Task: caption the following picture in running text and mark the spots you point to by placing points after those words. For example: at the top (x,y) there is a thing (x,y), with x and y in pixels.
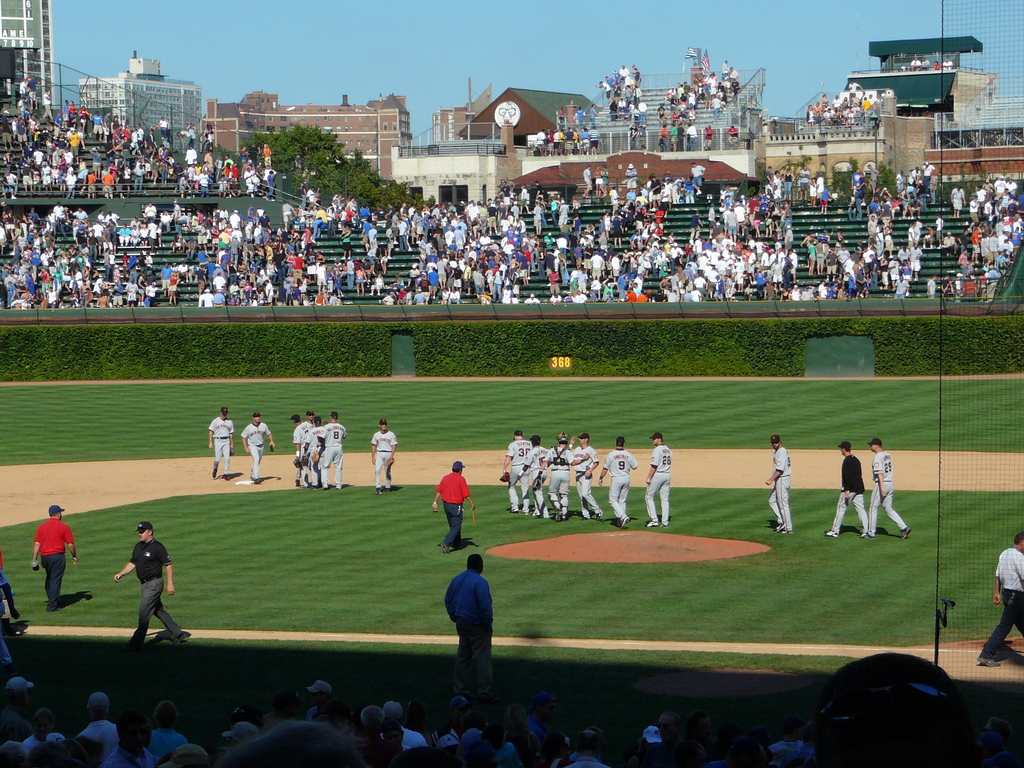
In this image we can see sports people (878,483), after that we can see grass (866,558), near that we can see the audience (587,230) and sitting benches (897,239). And we can see trees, after that there are buildings (242,106), at the top (481,37) we can see the sky (375,8), at the bottom (342,729) we can see few people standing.
